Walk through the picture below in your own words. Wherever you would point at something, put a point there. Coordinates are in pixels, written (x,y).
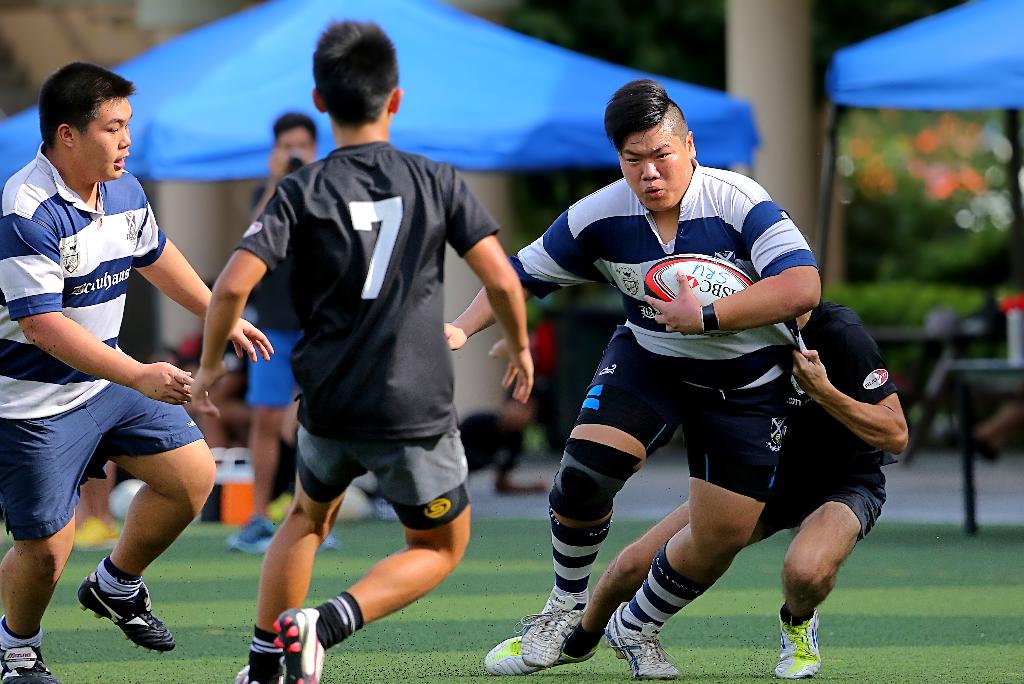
These 4 persons (292,551) are running, as there is a leg (721,575) movement. This man (575,444) is holding a ball (698,295). Far there are tents (520,88) in blue color.
